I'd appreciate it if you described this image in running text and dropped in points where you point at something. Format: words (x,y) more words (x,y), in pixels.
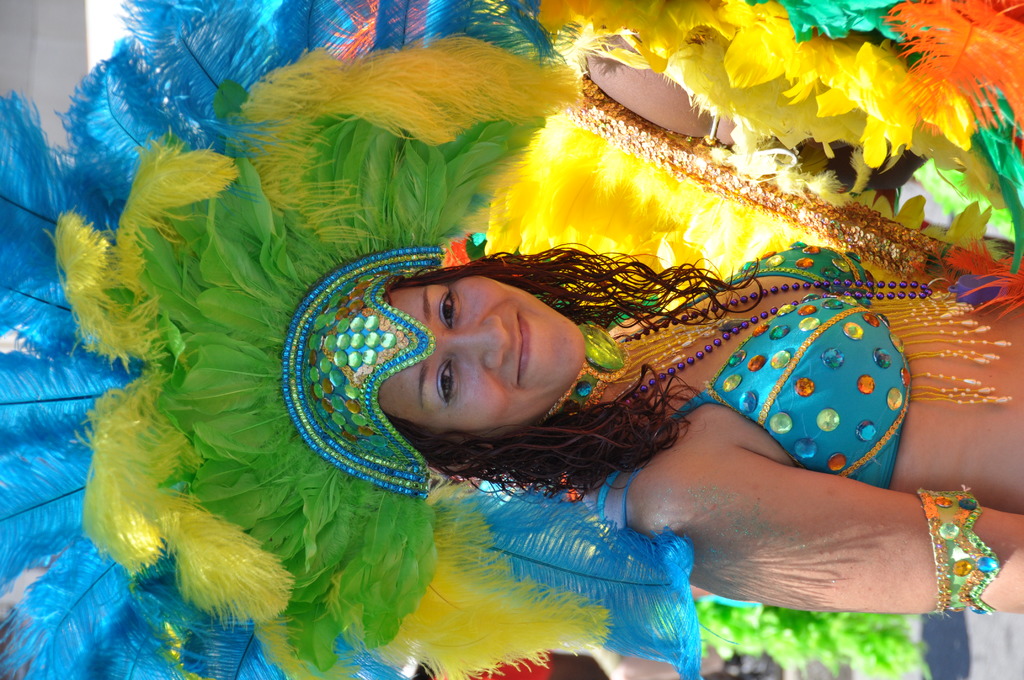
Here we can see a woman (538,443) in a fancy dress (936,375) and she is smiling.
